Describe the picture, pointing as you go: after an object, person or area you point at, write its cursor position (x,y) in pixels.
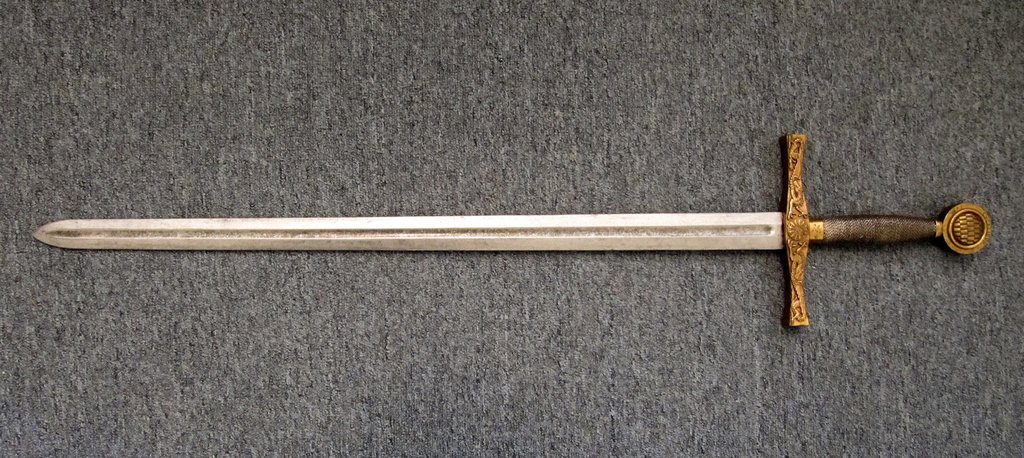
In this image there is a sword (961,226) on the floor (301,158).
